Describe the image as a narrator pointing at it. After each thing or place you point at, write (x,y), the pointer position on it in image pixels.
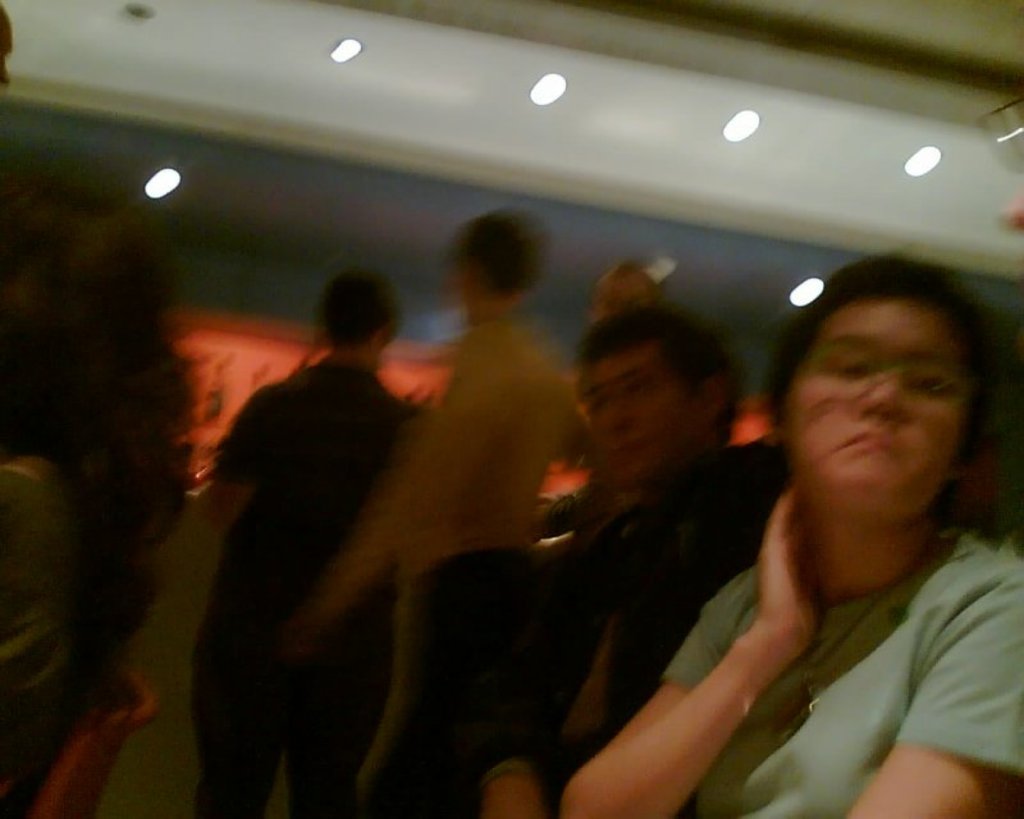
This is a blur image. Here we can see people (637,377) and lights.
